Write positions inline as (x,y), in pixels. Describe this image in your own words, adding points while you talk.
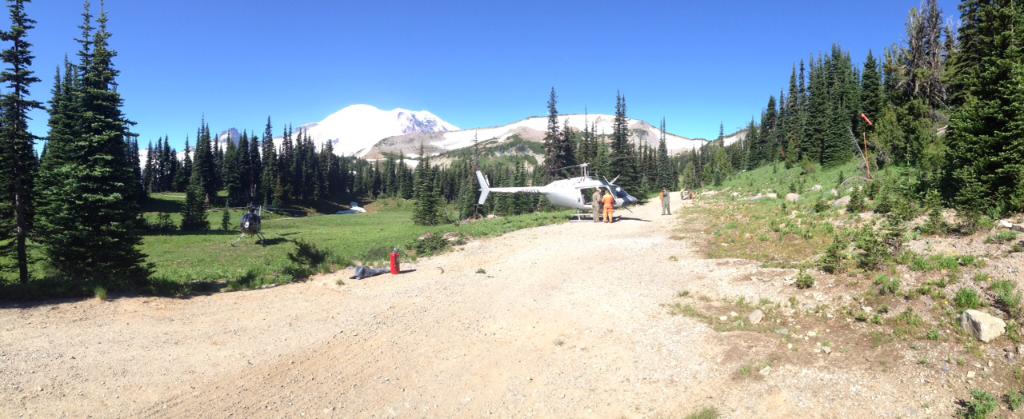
At the center of the image (570,194) there is a helicopter (587,196). In front of the helicopter (585,200) there are two persons (609,207) standing. On the right (798,128) and left side of the image (337,173) there are trees (880,127). In the background (425,136) there is a mountain (473,131) and sky (474,88).
